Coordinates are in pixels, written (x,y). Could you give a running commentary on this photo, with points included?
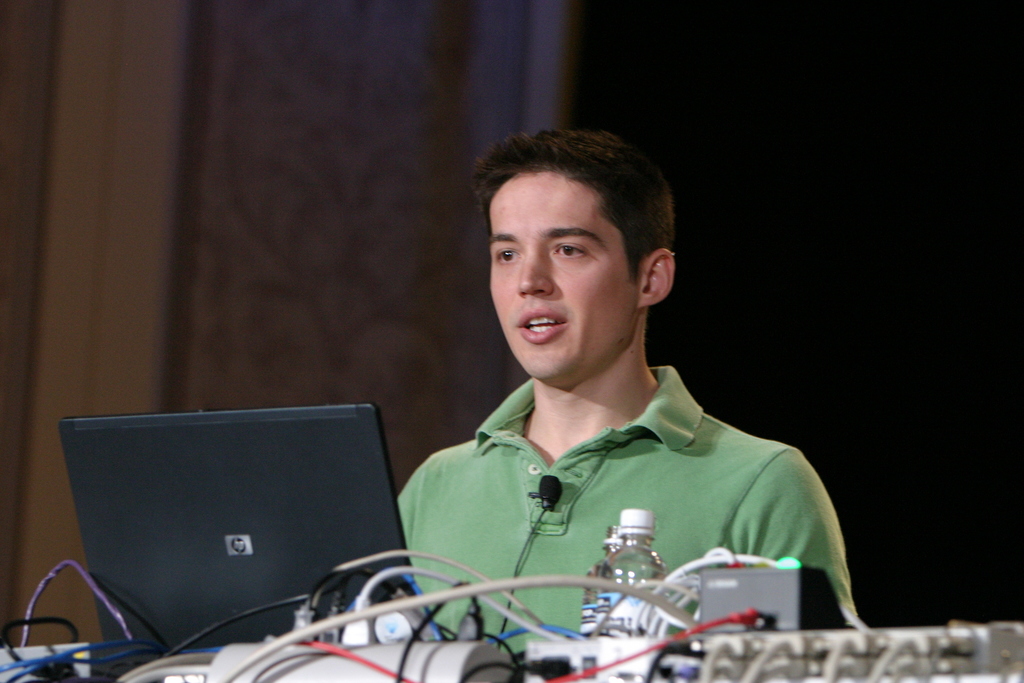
In this image there is a person (618,400), in front of the person (548,352) there is a laptop (252,539), bottle (622,602) and a few other objects (457,663) with cables (59,652). The background (867,129) is dark.
